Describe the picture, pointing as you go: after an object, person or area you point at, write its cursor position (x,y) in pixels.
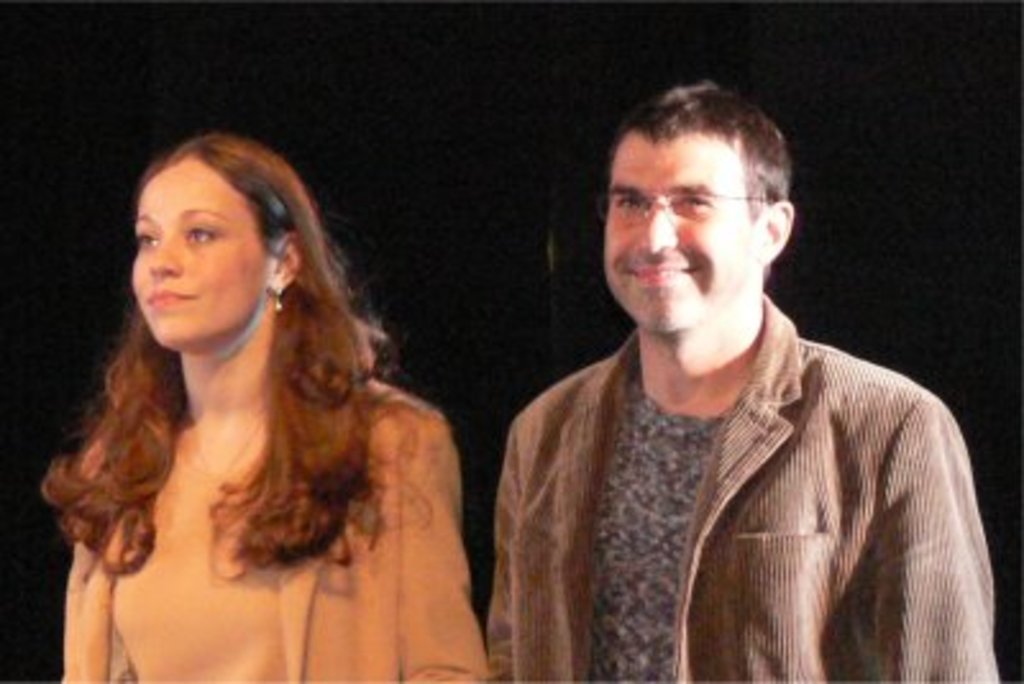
In this image I see a woman (218,348) and a man (626,476) and I see that the man (684,243) is smiling and I see it is dark in the background (857,183).
